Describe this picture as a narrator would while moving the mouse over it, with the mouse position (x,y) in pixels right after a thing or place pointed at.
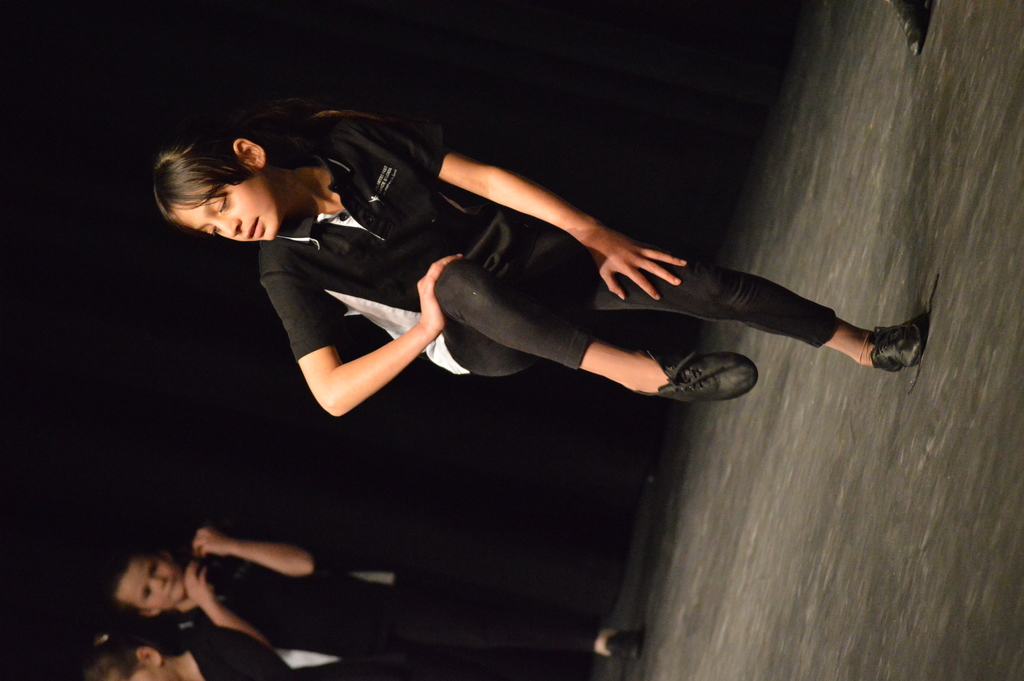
In this image there are people (531,342) and floor (702,465). In the background of the image (22,349) it is dark.
